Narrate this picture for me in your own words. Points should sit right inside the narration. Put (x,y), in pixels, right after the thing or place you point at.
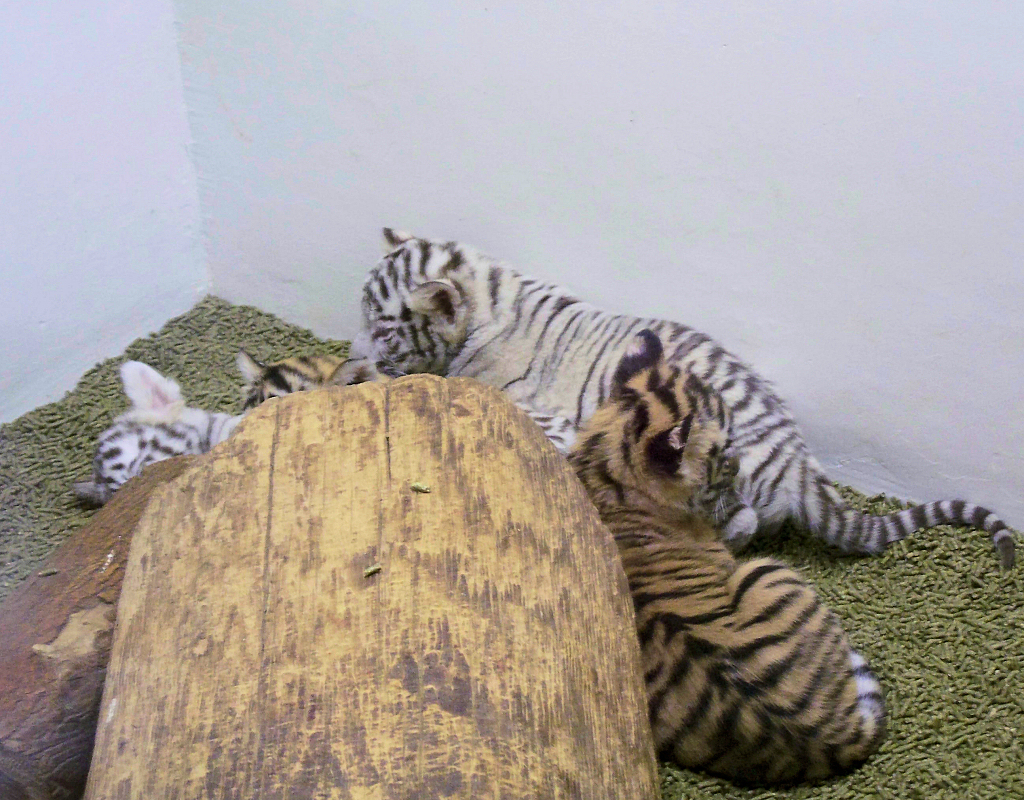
In this picture, we see the wooden blocks (275,560). At the bottom (977,697), it is green in color and it might be an artificial grass (927,628). In the middle (488,332), we see the cubs (648,518). In the background (547,229), we see a wall (626,196) in white color.
